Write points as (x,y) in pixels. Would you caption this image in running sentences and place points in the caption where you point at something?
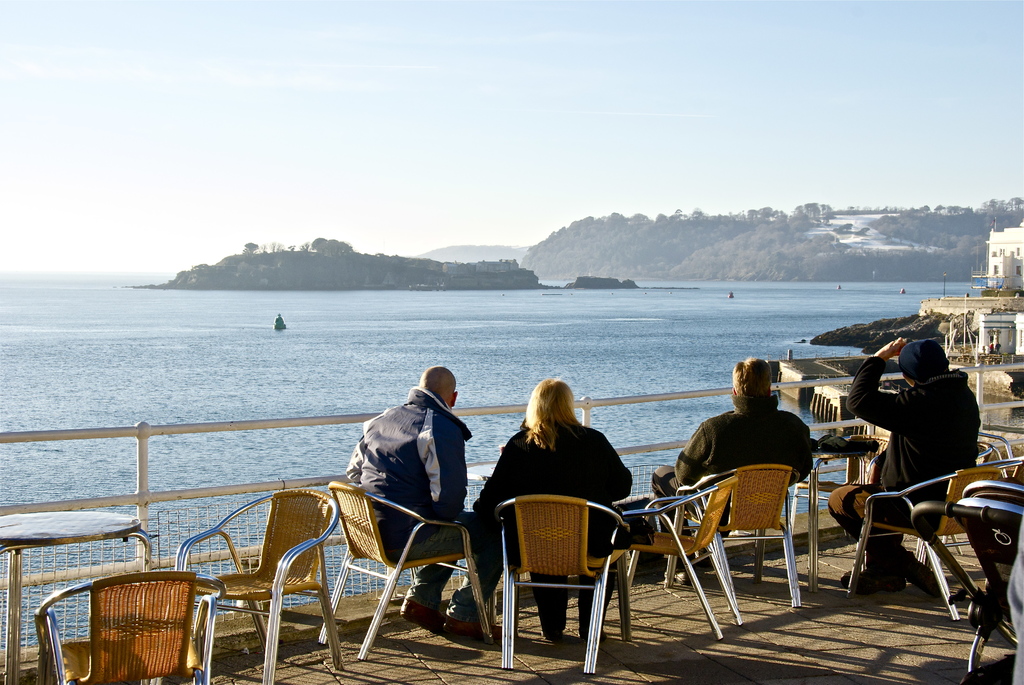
In the picture, there are four people (686,453) sitting at the sea view (658,419), beside that there is a sea (393,313), in the middle there is a hill (396,269), to the right side of these people (898,399) there are other houses (1001,266) and buildings (1000,284), in the background (400,77) there is sky (382,76) and clouds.
